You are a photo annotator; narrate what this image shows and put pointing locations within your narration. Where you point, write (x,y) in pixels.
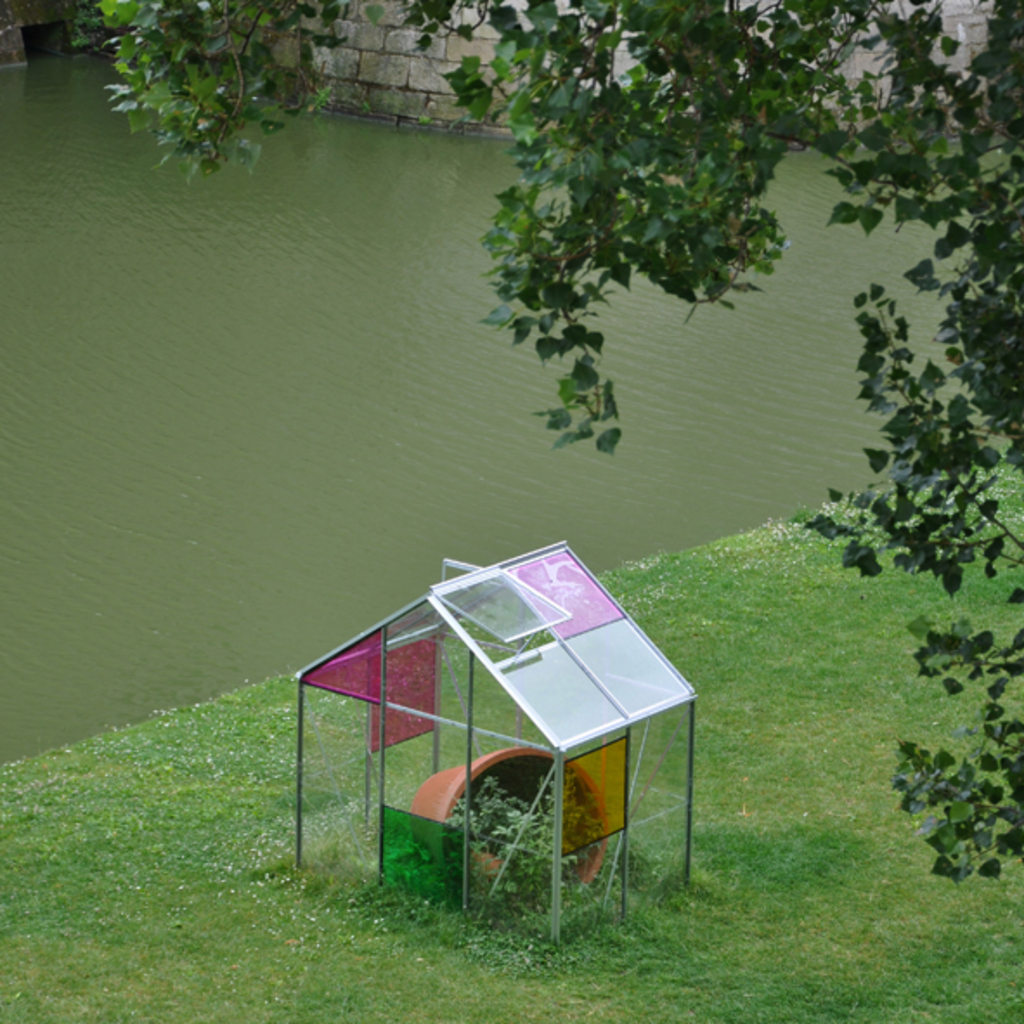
In this image in the center (523,633) there is one house (469,767) flower pot (452,771), plant (507,825) and at the bottom (146,896) there is grass (704,558). And in the background (566,466) there is a lake (479,162), wall (359,81). On the right side (706,144) there is a tree (548,75).
